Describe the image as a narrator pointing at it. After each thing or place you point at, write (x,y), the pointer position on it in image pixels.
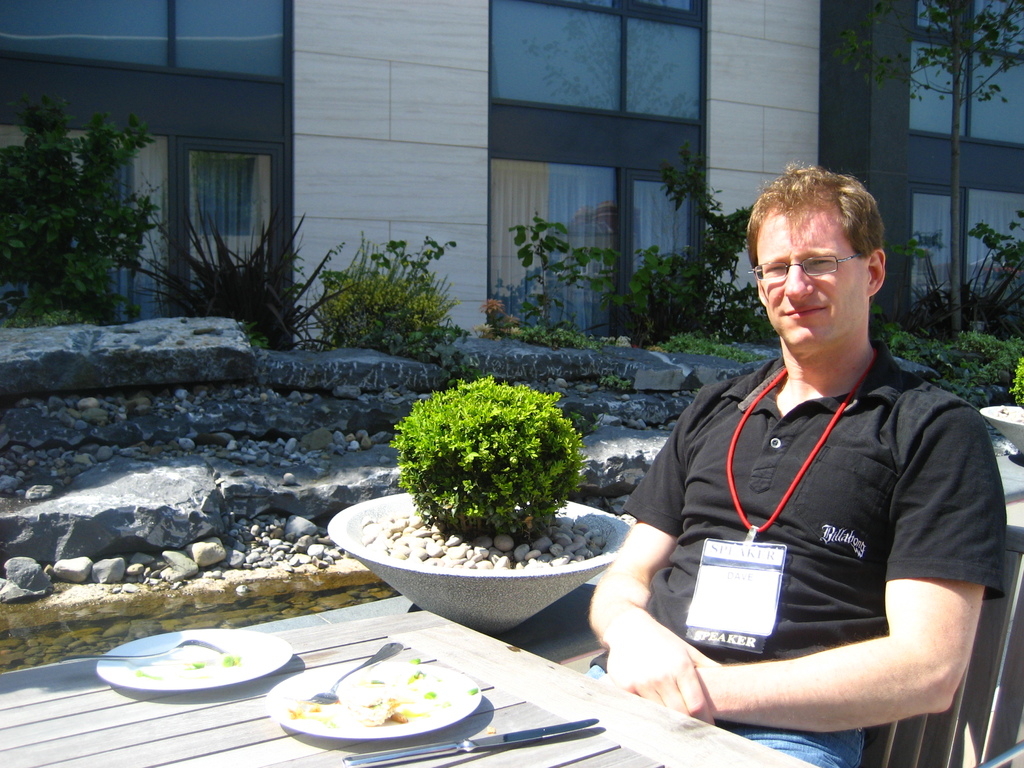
In this picture we can see a man (885,493), he is seated on the chair (979,648), in front of him we can find plates (198,656) and spoons (377,654) on the table (491,686), beside to him we can find few plants (436,333) and buildings (623,75).
